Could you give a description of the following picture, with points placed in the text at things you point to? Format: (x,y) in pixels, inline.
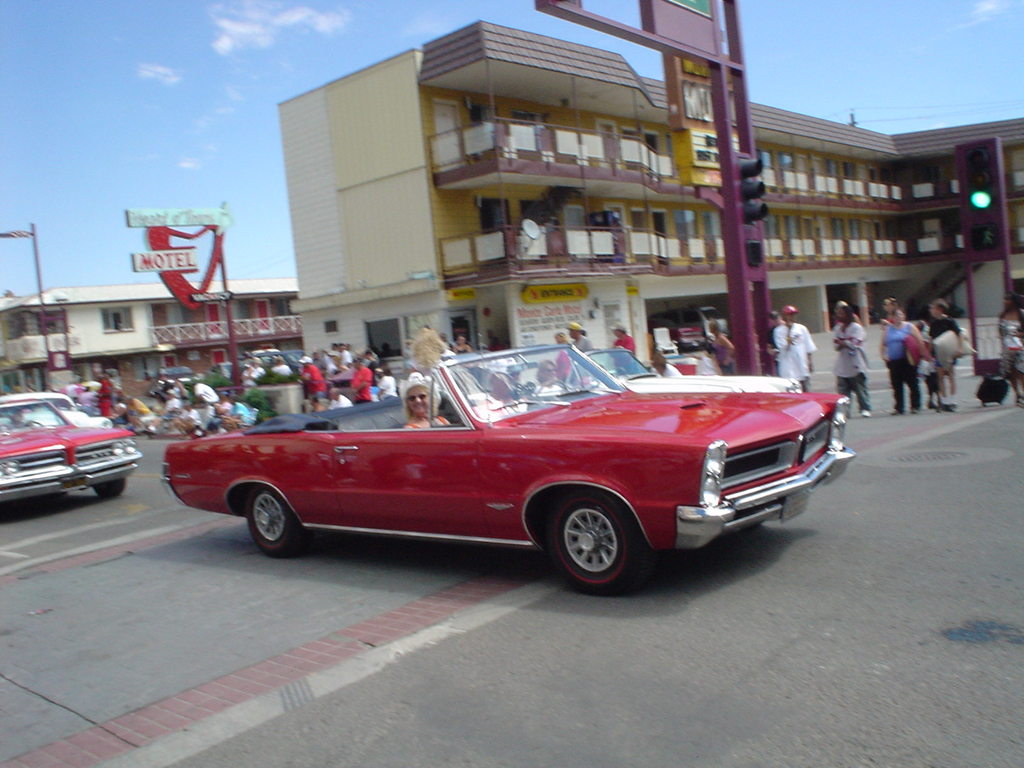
In the center of the image (475,418) there is a woman (405,403) in car (537,511). At the bottom of the image (415,568) there is road (419,642). On the right side of the image (1022,374) we can see persons (1022,374), traffic signals (979,186) and building (633,145). On the left side of the image (256,406) we can see building (174,357), persons (184,399), plants (212,372) and vehicle (93,443). In the background (18,96) we can see sky (182,84) and clouds (232,20).
